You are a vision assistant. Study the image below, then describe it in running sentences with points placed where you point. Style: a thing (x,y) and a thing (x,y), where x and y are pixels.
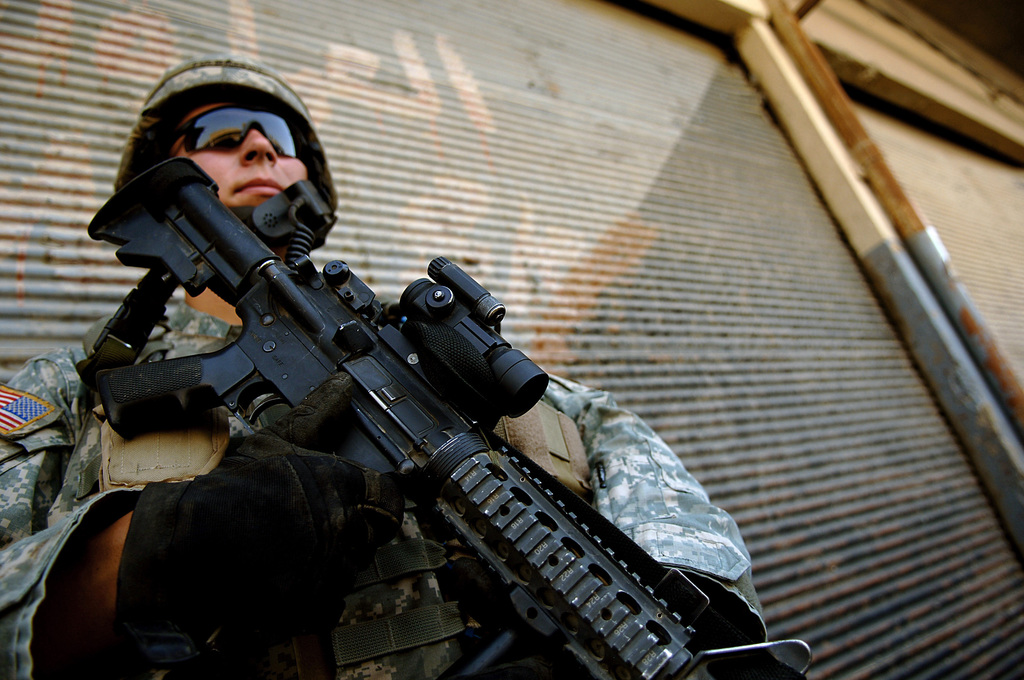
In this image I can see a person (73,462) wearing uniform (95,430) is standing and holding a gun (327,374) which is black in color in his hands (324,386). In the background (667,257) I can see two rolling shutters (656,275).
